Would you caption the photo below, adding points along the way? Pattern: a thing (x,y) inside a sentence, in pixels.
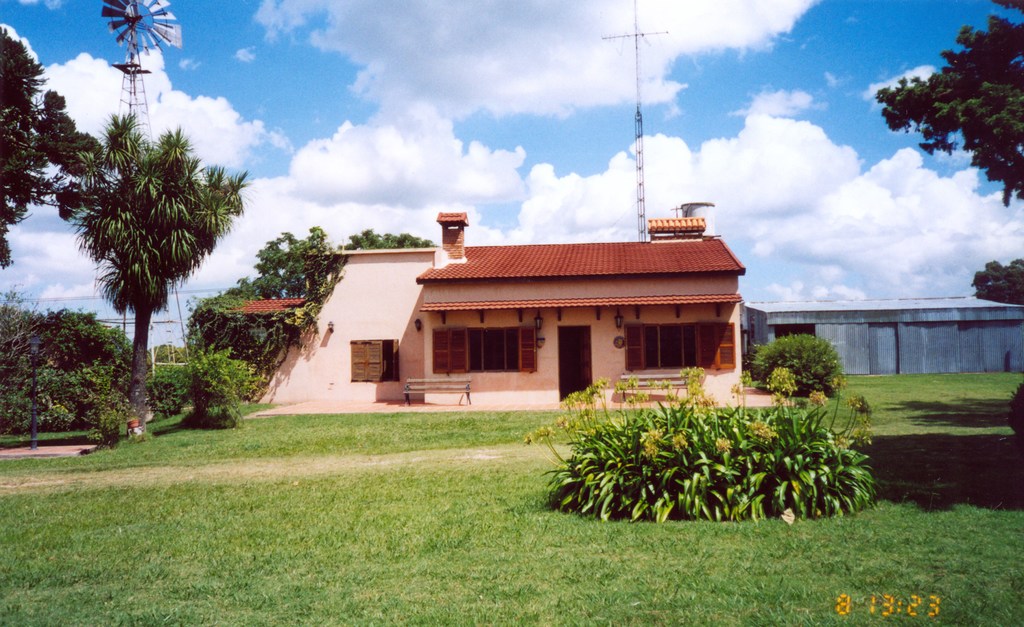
At the bottom of the image (349,504) there is a ground (368,506) with grass (554,443) and bushes (706,439) with leaves (738,424) and flowers (566,430). In the image there is a house (478,273) with walls (620,356), windows (626,343), roofs (630,261), doors (586,358) and also there is a chimney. Beside the house (731,335) there is a wall (841,330). In the background (635,52) there are many trees (138,232) and also there is a windmill (138,79) and a tower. At the top of the image (779,19) there is a sky (105,64) with clouds (112,80).
